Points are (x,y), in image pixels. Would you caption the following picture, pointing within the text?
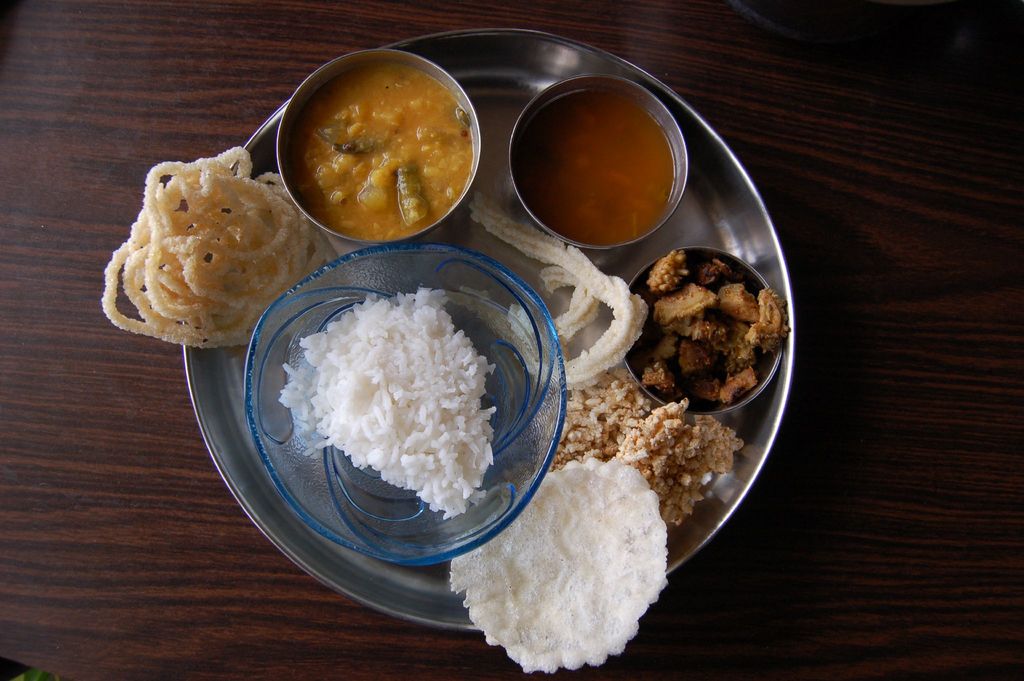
In this picture we can see plate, bowls (512,354) and food (190,252) on the wooden platform (60,367).
